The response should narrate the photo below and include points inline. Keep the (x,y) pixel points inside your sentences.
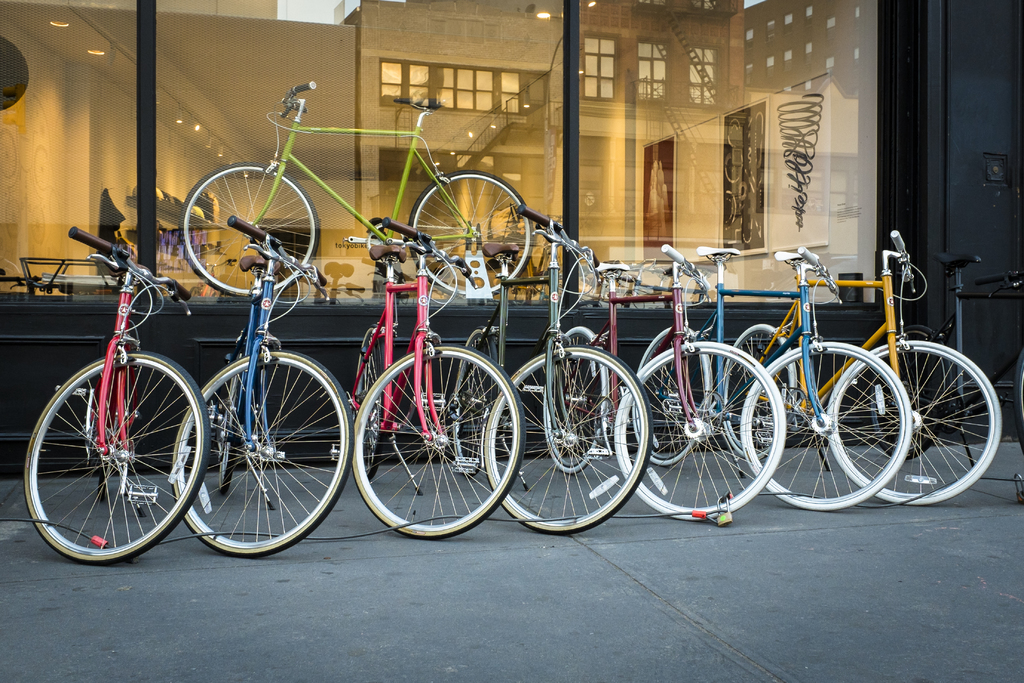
in this image there are bicycles (773,387) on the road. In the background (198,211) there is glass (444,159) and behind the glass (253,161) there is a bicycle (324,187) and there are frames (650,181) on the wall (691,168). On the right side (964,158) there is a wall (963,148) which is black in colour and on the glass (541,102) there is the reflection (507,102) of the windows (651,88).
